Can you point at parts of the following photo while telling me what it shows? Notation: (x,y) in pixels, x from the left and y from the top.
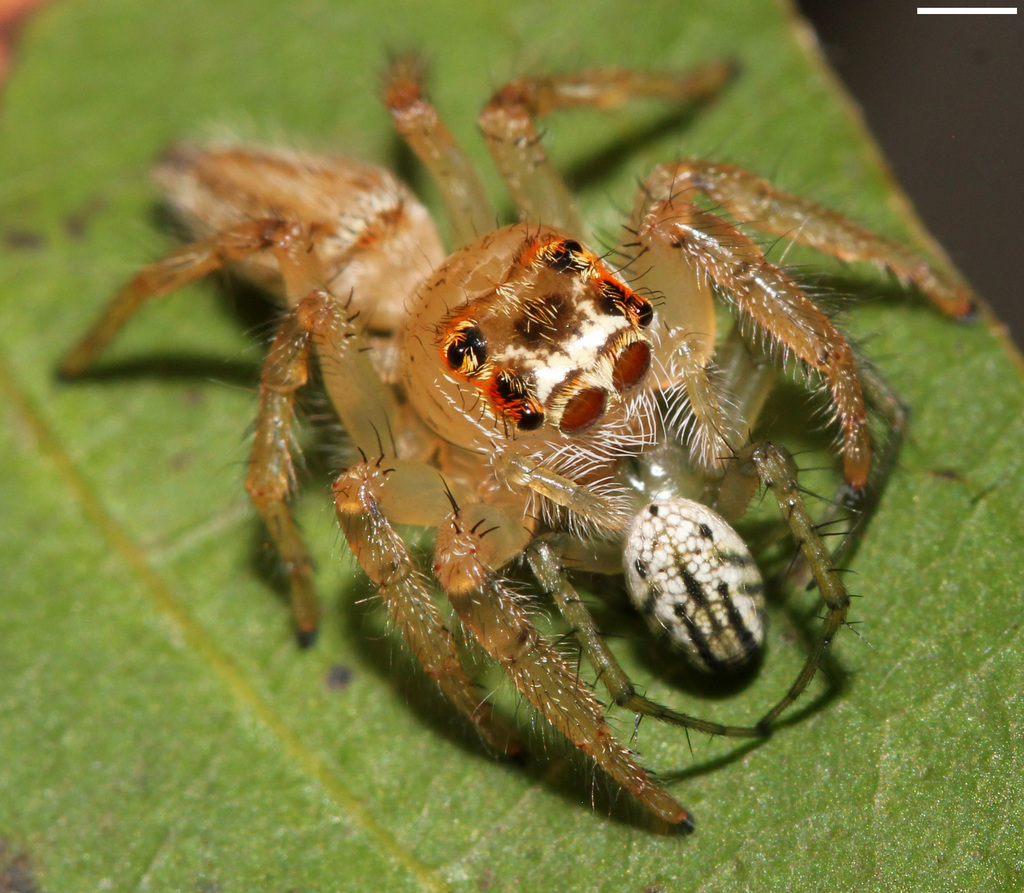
In this image, we can see a spider (497,627) on a green leaf (836,852). At the top of the image (960,125), there is a blur view.
